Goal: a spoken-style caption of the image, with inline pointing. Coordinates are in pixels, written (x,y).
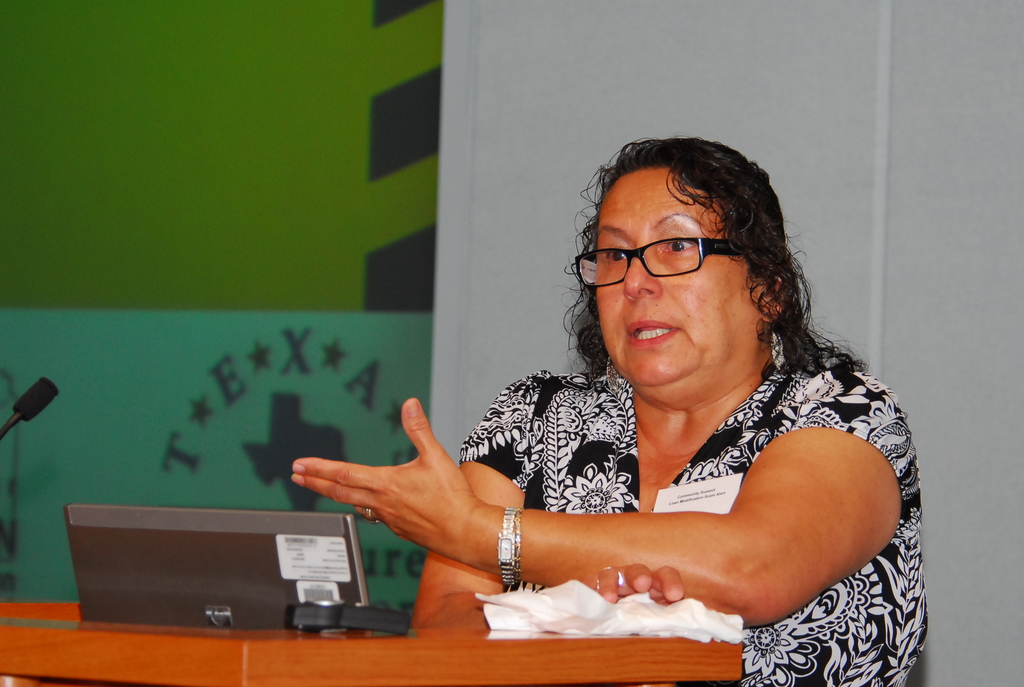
In the foreground of the picture (654,471) we can see table (530,668), desktop (308,574) and a woman (692,412). The woman (637,390) is talking. On the left (27,412) there is a mic (27,400). In the background (494,68) we can see wall (677,67) and glass (239,176).
